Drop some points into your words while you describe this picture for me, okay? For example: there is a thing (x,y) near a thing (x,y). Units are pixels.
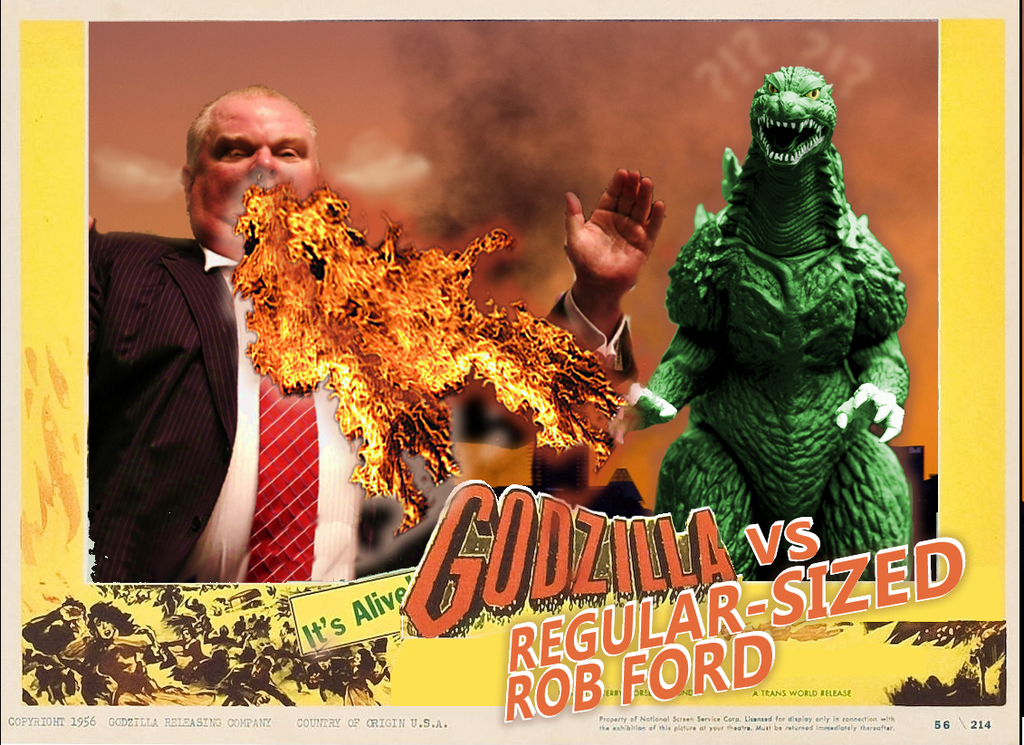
In this picture we can see a poster (252,404), here we can see a person (217,452), animal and some objects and some text (560,587) on it.
